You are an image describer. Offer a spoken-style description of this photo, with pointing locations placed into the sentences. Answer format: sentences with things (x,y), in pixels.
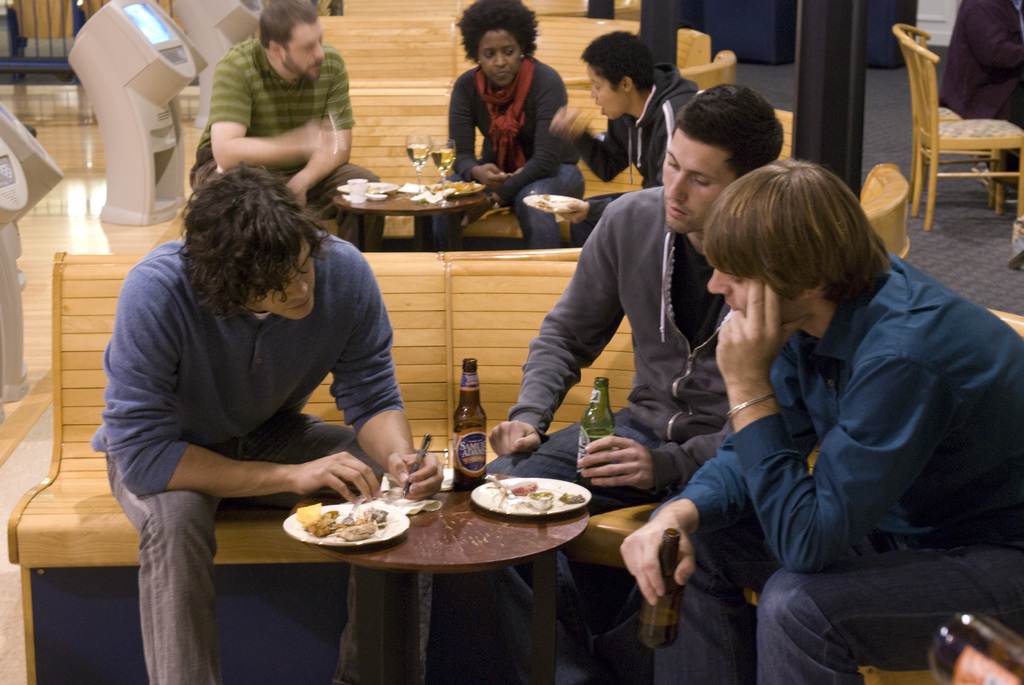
In this image there are group of people (699,530). There are plates (326,539), bottles (473,424), food (370,527), bowls (366,196) glasses (440,184) on the table (473,555) and at the right (960,122) side there are chairs (958,174) and at the left side (136,76) there are machines (102,100).
